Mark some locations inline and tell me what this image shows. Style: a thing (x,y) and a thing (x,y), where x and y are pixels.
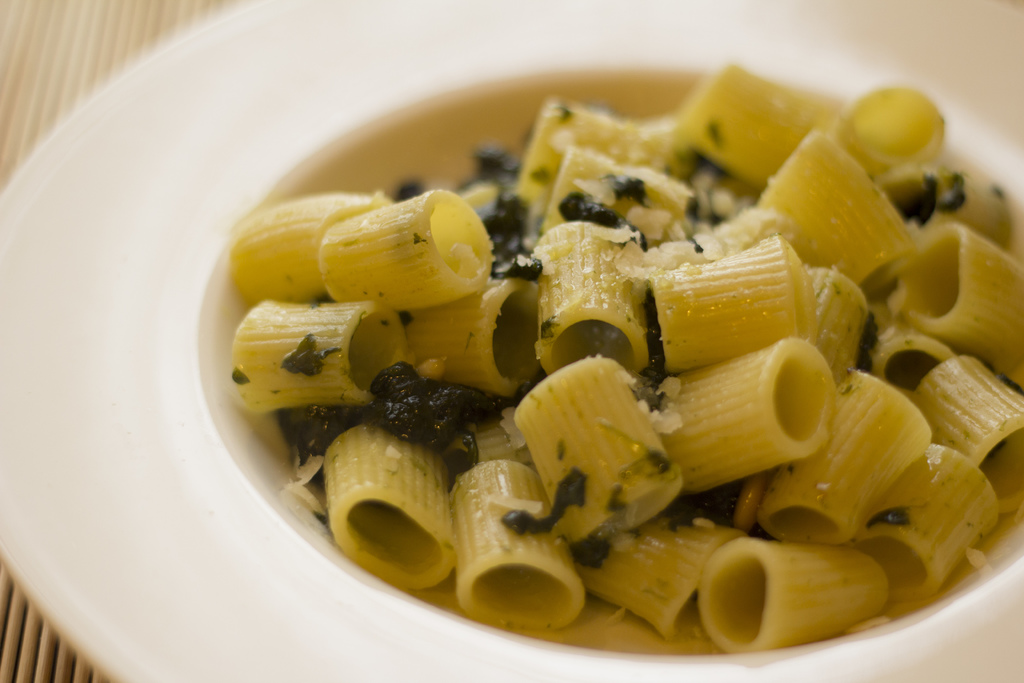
In this image there is a plate (101,375). There is pasta (722,308) with green leaves (307,445).
